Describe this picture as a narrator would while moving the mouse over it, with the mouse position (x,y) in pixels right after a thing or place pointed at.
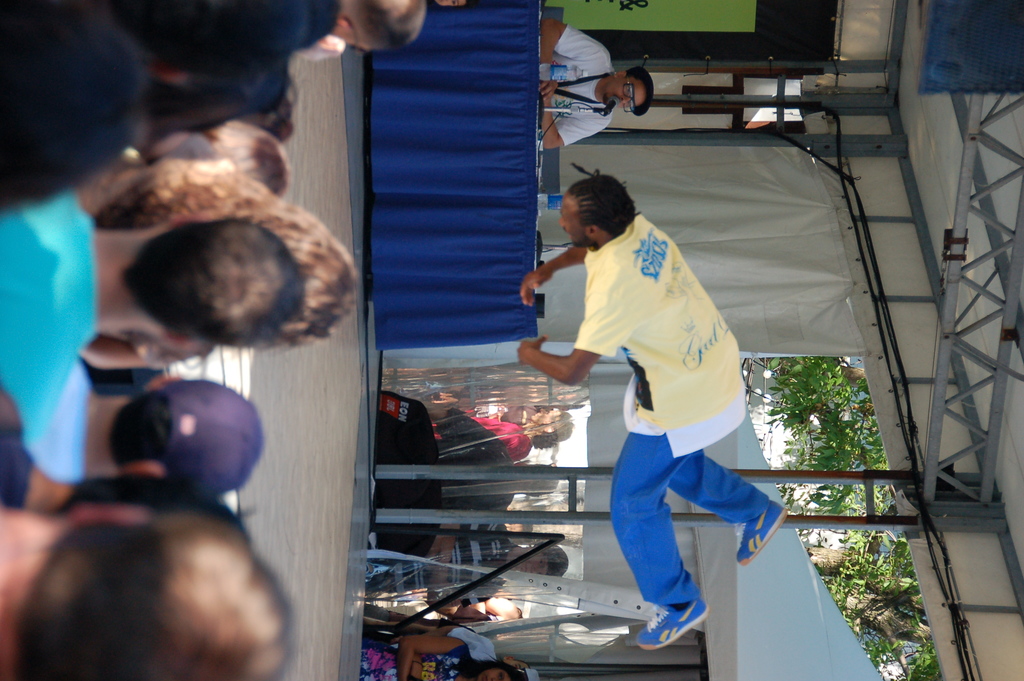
In this image there are persons (179,317) on the left side (188,370). In the center (677,425) there is a person (694,400) performing stunt. In the background (603,117) there is a person (554,100) sitting and speaking in front of the mic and there are persons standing and there are stands (734,63) and there is a table (484,190) covered with a blue colour cloth (484,178), there is curtain (767,246), there are trees (791,508) and there is a board (672,15) with some text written on it.
